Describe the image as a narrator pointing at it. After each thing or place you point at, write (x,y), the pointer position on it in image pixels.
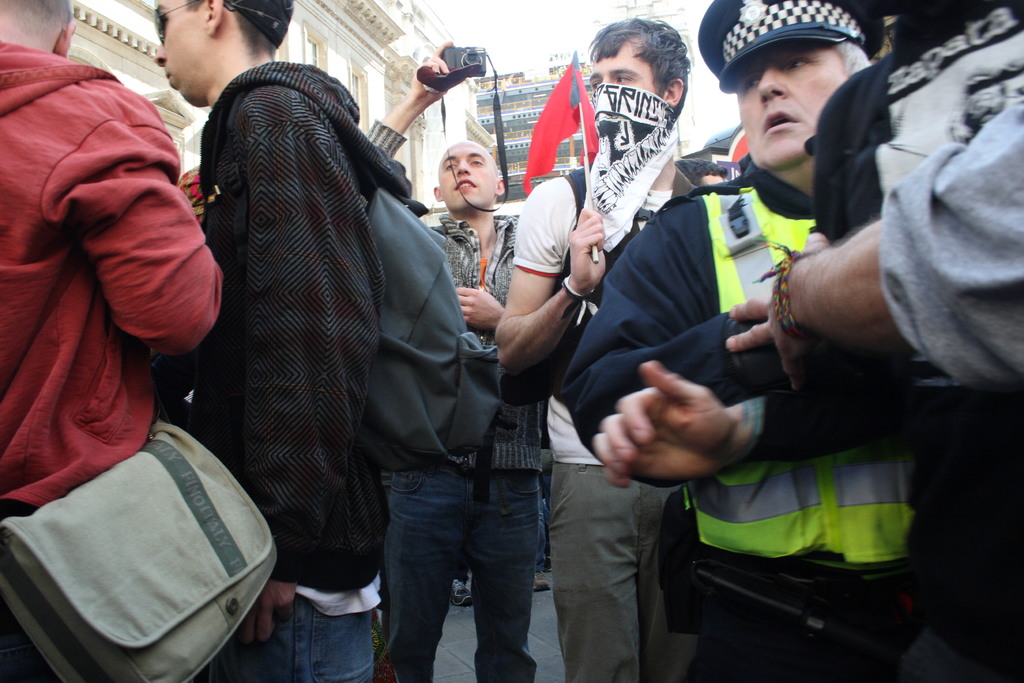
In this image I can see in the middle (447,239) a man (508,285) is holding the camera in his right hand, he wore sweater (472,248), trouser (505,486). On the left side (124,454) there are two persons (144,266) are standing and also holding the bags (216,481), on the right side (815,83) there is a police man (763,373), he wore green color jacket (824,468) and a black color cap (767,15). Beside him a man (659,66) is holding the red color flag (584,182) in his right hand (589,246) and covering his face (624,127) and at the top (367,57) there are buildings (425,130) in this image.
